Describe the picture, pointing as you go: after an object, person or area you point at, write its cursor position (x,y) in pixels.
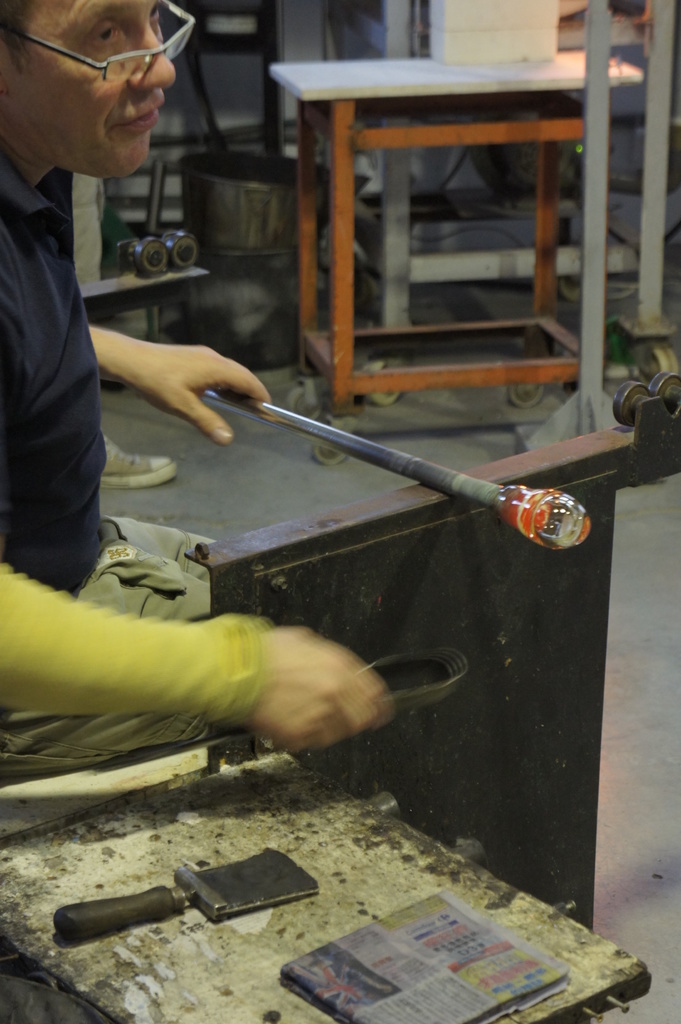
In the foreground of this picture (210,374), there is a man (49,322) sitting and holding a rod (360,438) in his hand (168,395). In front (314,975) there is a table (325,934) on which a paper (352,950) and a chisel (261,895) is placed on it. In the background (489,385), there are tables (464,70), rods (406,177), and the wall (436,41).
